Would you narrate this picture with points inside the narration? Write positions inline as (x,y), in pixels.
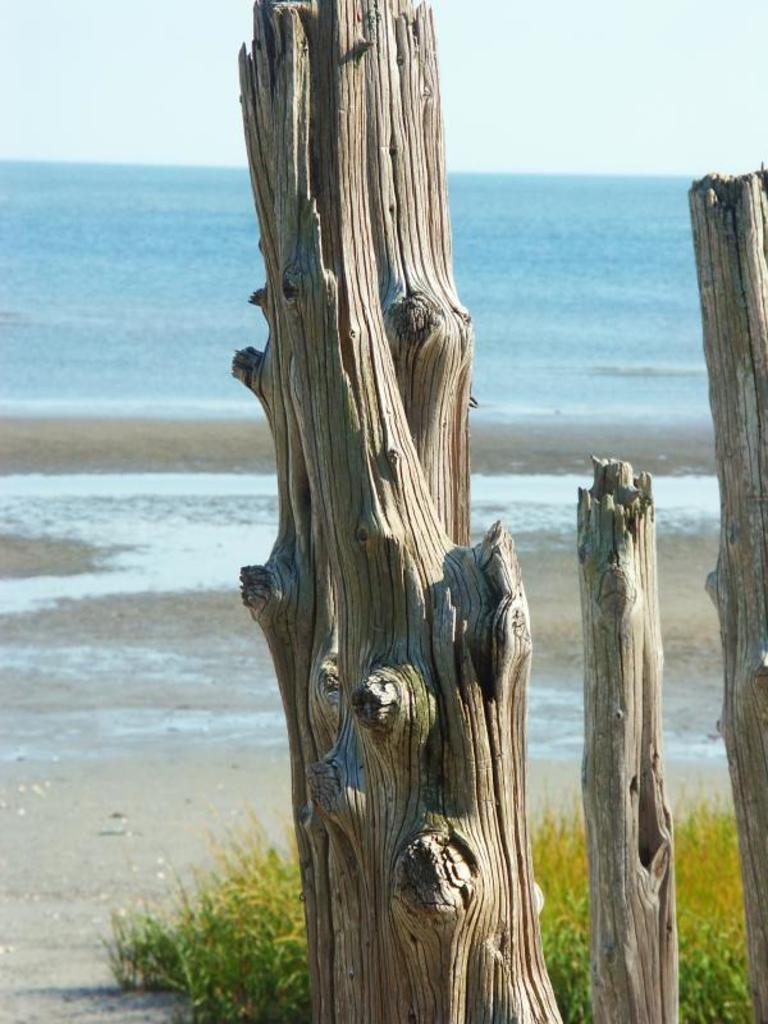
In this image I can see some trunks (395,715). To the side of these I can see the grass (303,961), sand (120,847) and water (180,301). In the background (20,50) I can see the sky (165,117).
